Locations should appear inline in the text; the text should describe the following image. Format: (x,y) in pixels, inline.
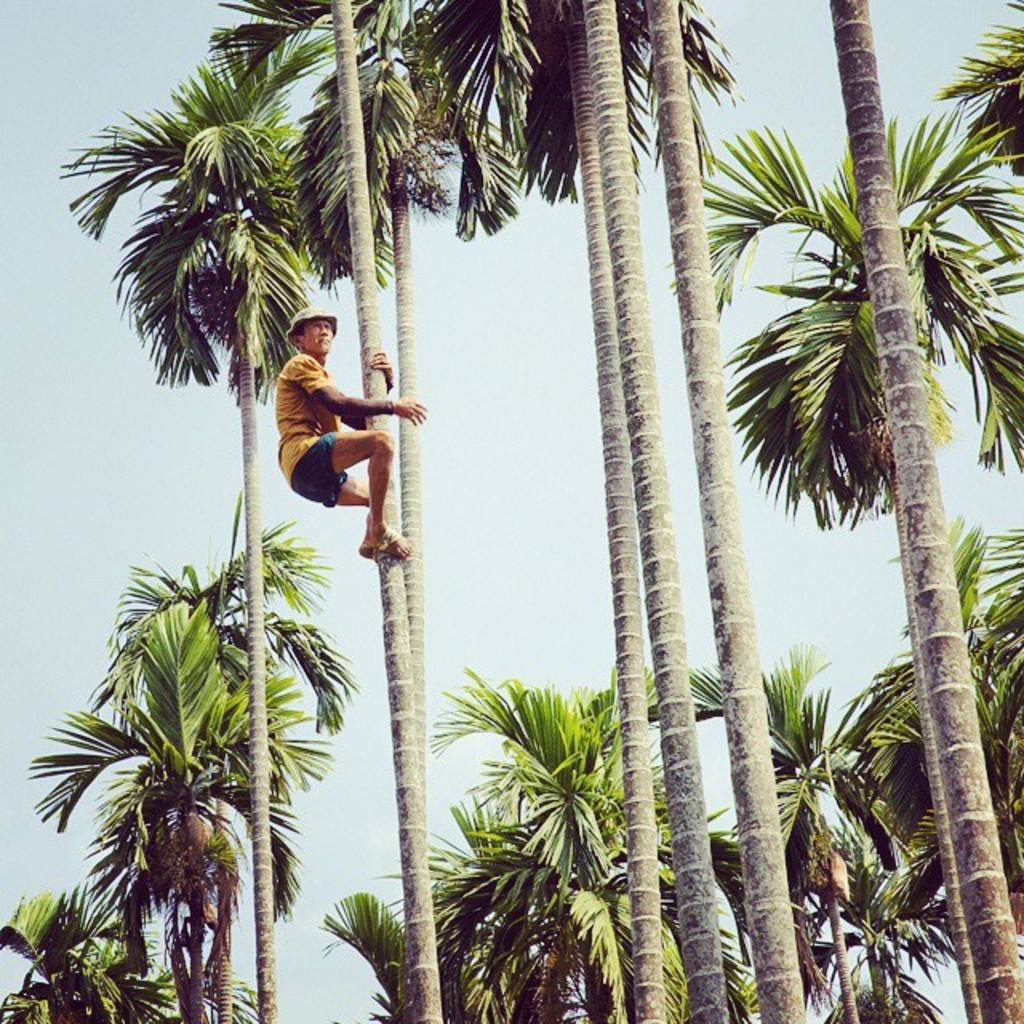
In this image I can see a man (368,491) is on a tree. In the background (297,514) I can see trees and the sky (437,655).
